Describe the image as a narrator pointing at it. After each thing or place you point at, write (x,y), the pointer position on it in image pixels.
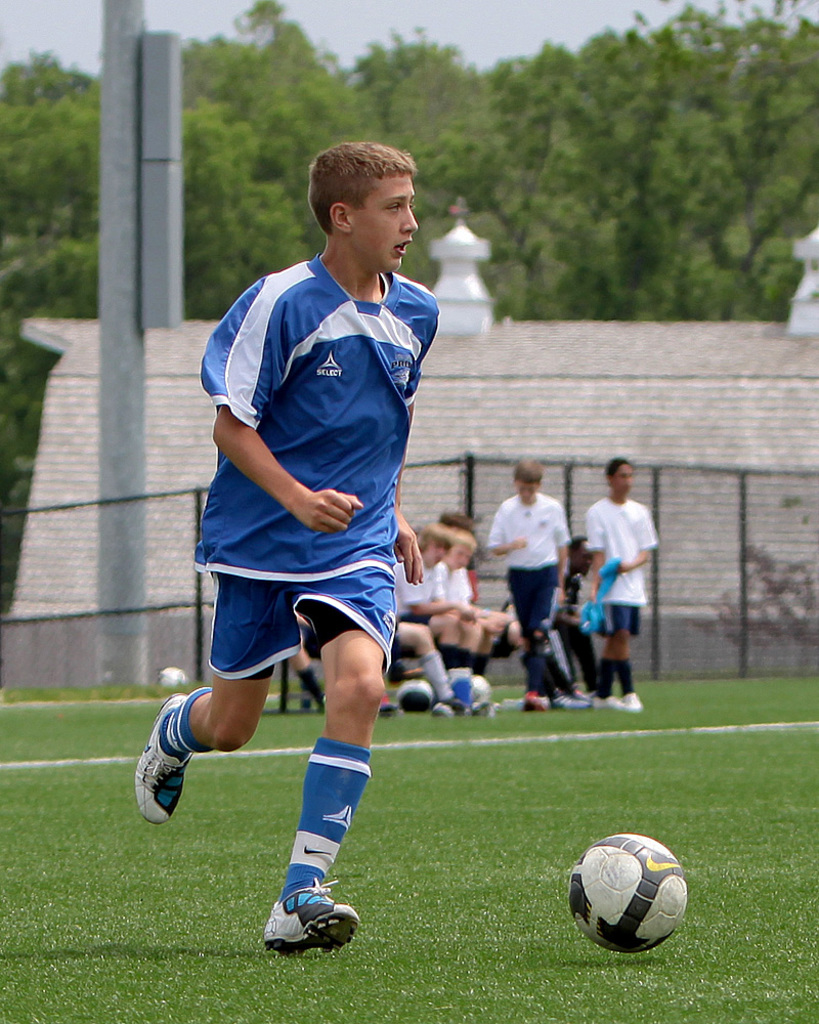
In the center of the image (358,423) a boy (295,557) is running. In the background of the image (689,389) we can see a wall (714,395), mesh (675,511), pole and some persons (464,618) are there. At the top of the image (481,166) we can see some trees (536,160), sky (498,25) are there. At the bottom of the image (176,923) ground (199,952) and ball (605,886) are present.
